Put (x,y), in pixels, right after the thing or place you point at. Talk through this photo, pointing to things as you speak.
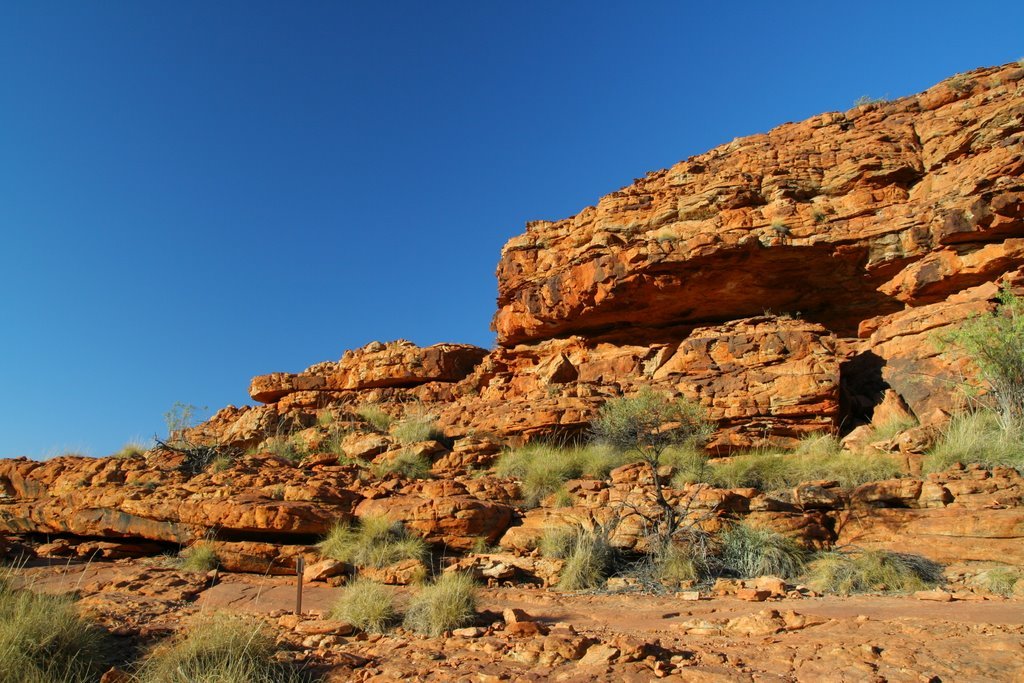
In this picture we can see mountain (233,468), stone (628,527) and trees (1013,359). On the top (463,103) there is a sky (345,90).
